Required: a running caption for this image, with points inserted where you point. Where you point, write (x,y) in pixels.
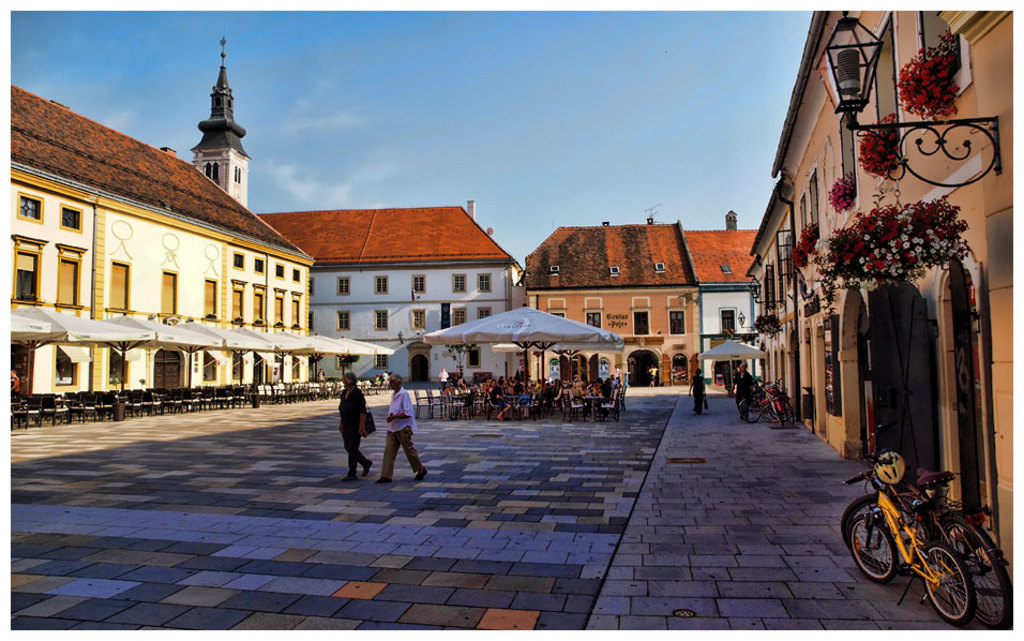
This picture shows few buildings (241,205) and few tents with chairs (237,392) and tables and few people (540,396) are seated and few are walking and we see few bicycles (915,546) parked on the sidewalk (778,428) and we see plants (860,234) with flowers (925,116) and couple of lights (851,71) and a blue cloudy Sky (358,144).
